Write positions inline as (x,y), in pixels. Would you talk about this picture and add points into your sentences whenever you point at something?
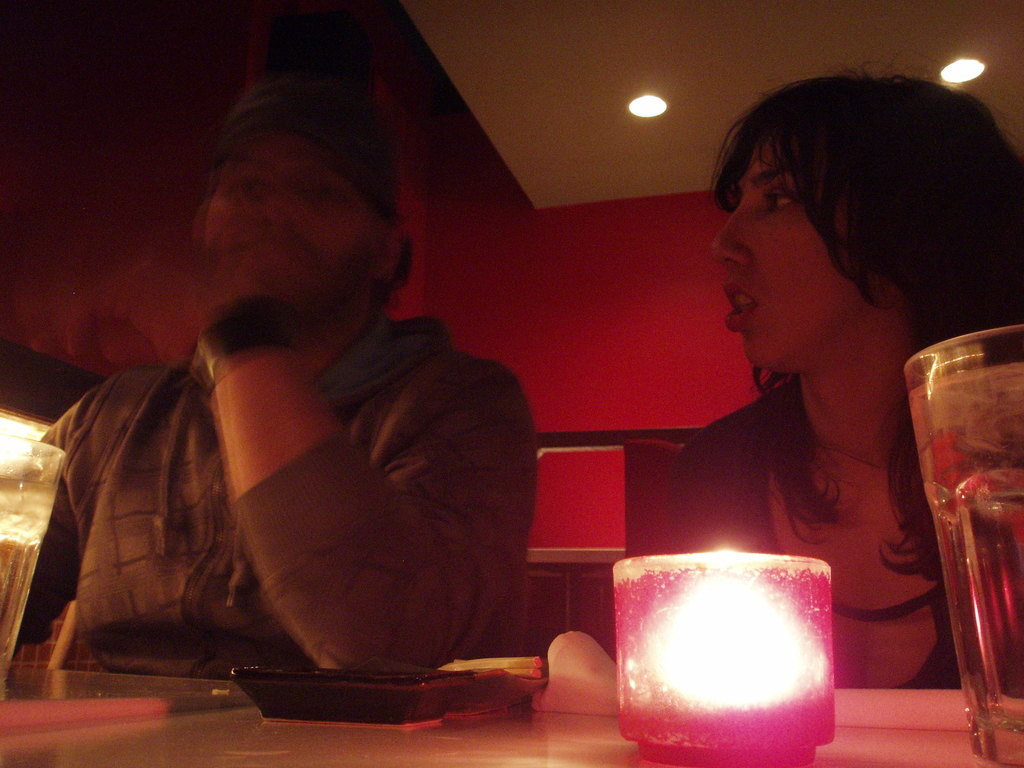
In this picture we can find a man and woman (874,445) sitting on a chair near the table (481,719). On the table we can find a candle (711,593), dish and a glasses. A man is wearing a cap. In the background (77,103) we can find a red wall (58,100) and white ceiling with lights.
